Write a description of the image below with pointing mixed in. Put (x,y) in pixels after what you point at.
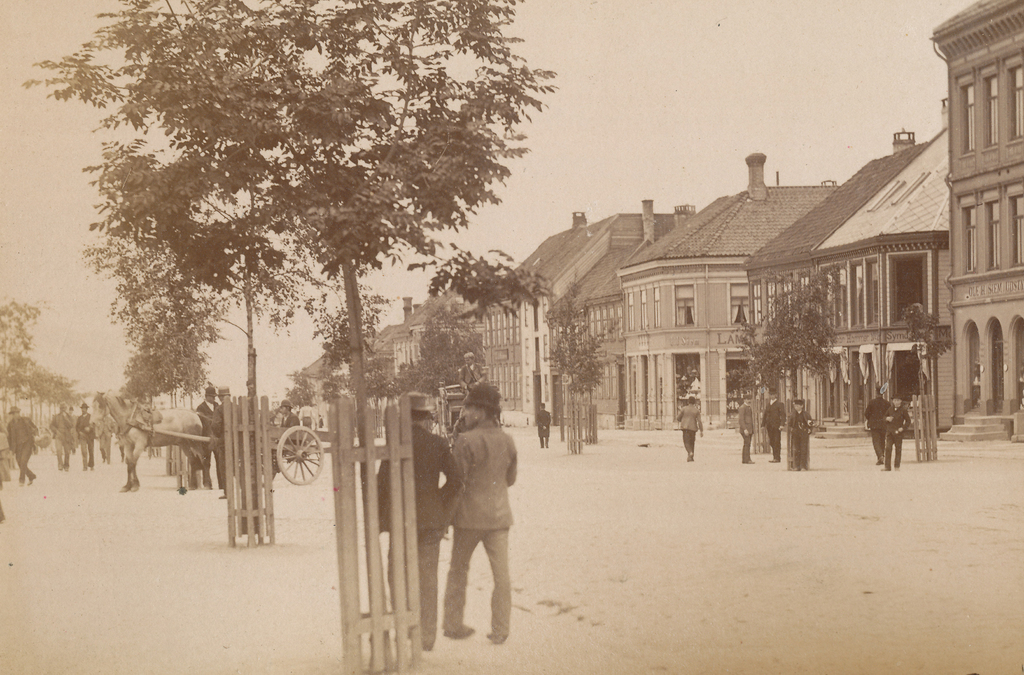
In this image, we can see persons (882,438) wearing clothes (104,455). There are some trees (213,270) and buildings (646,385) in the middle of the image (567,385). There is a horse cart (194,423) on the left side of the image (159,438). There is a sky (653,60) at the top of the image (653,60).
